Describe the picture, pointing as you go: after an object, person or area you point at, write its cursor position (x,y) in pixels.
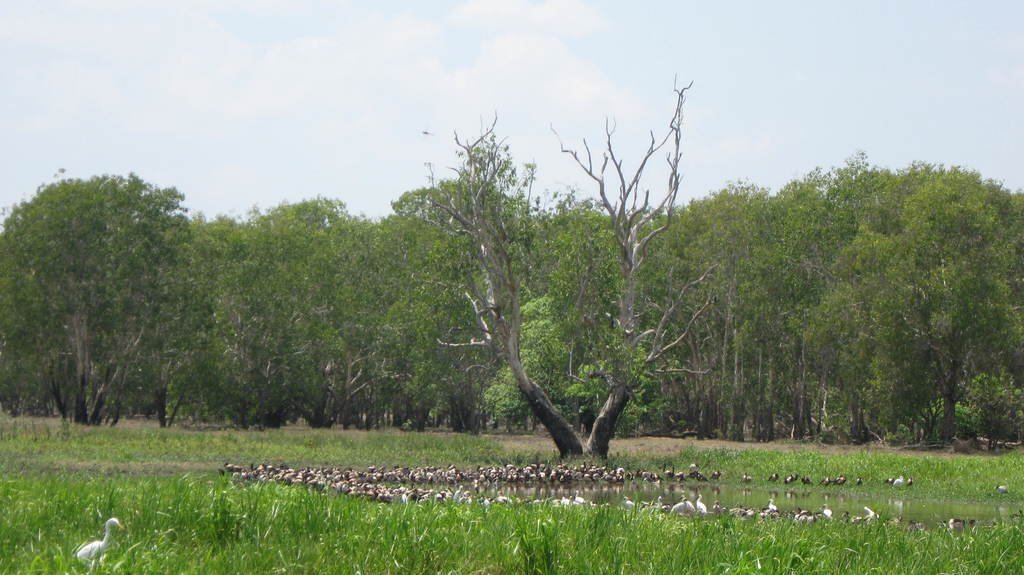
In this image, there are some trees (702,357). There are some cranes (555,500) beside the lake (690,490). There are plants (570,544) at the bottom of the image (426,559). There is a sky (474,49) at the top of the image (461,50).
